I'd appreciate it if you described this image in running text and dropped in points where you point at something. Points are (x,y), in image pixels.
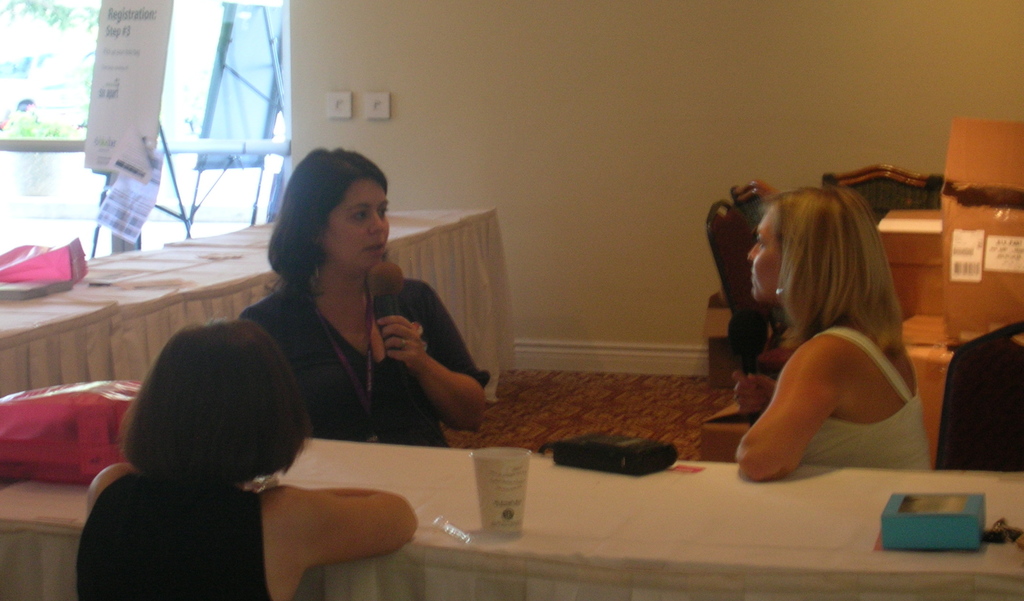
In this picture we can see three woman (359,434) where in middle (383,318) woman (383,342) holding mic (383,280) and talking and beside to them on table (534,493) we can see glass (514,478), device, bags (63,405) and in background (298,95) we can see wall (759,109), chairs (751,189), banner (126,147), trees (64,22).
